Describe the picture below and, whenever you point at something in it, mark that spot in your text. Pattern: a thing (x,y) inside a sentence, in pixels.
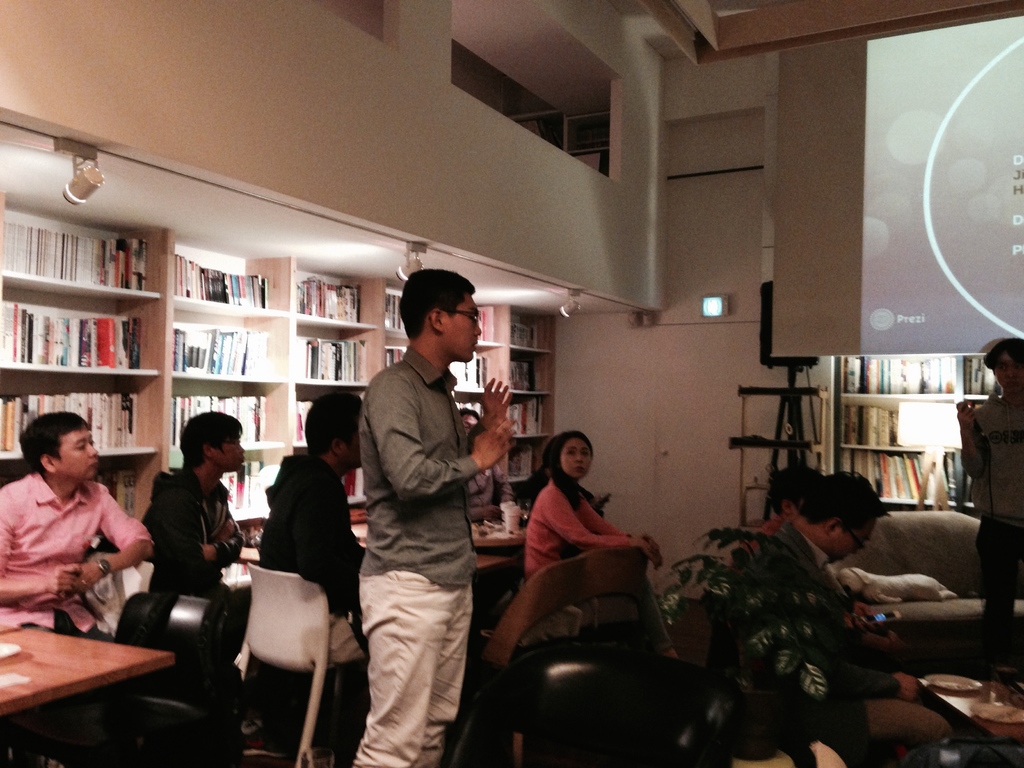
In this image we can see a few people (280,483), among them two people (417,455) are standing and other people (332,510) are sitting on the chairs (509,644), there are tables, on the tables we can see the plates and some other objects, also we can see shelves (159,361) with some books (27,353), there are some lights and the wall (732,219).
